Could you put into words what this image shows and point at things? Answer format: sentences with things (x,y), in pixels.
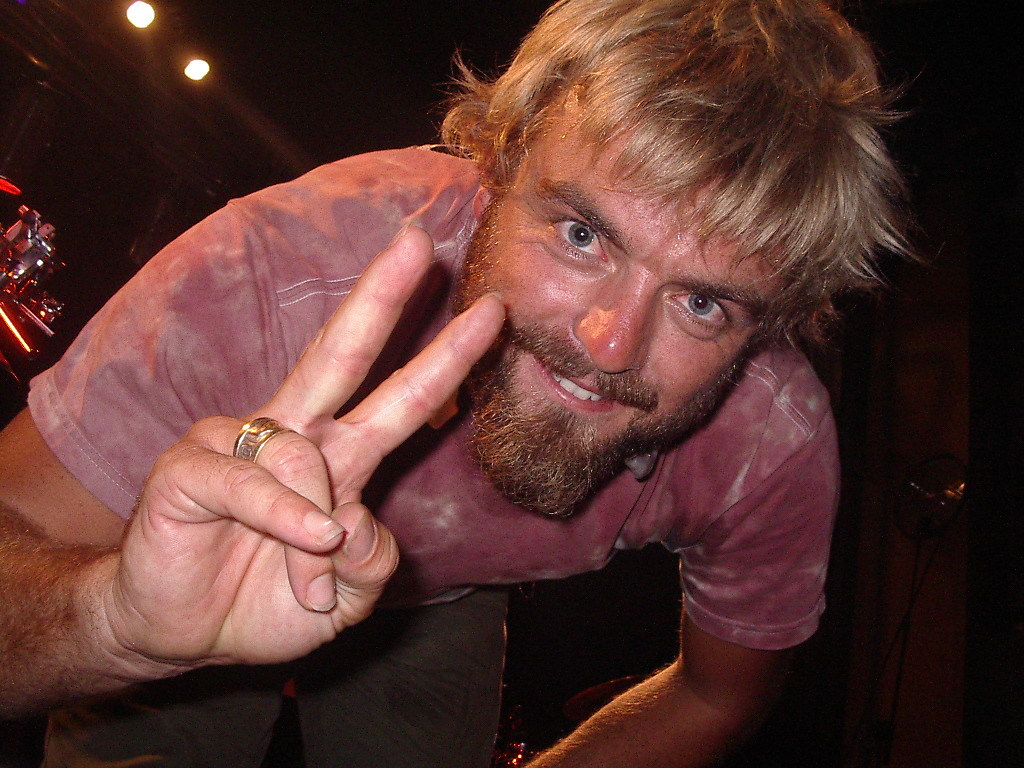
In this picture there is a person (411,280) wearing pink shirt (824,451) is showing v sign (327,435) and there are few lights (128,15) and some other objects (29,255) in the background (18,298).
